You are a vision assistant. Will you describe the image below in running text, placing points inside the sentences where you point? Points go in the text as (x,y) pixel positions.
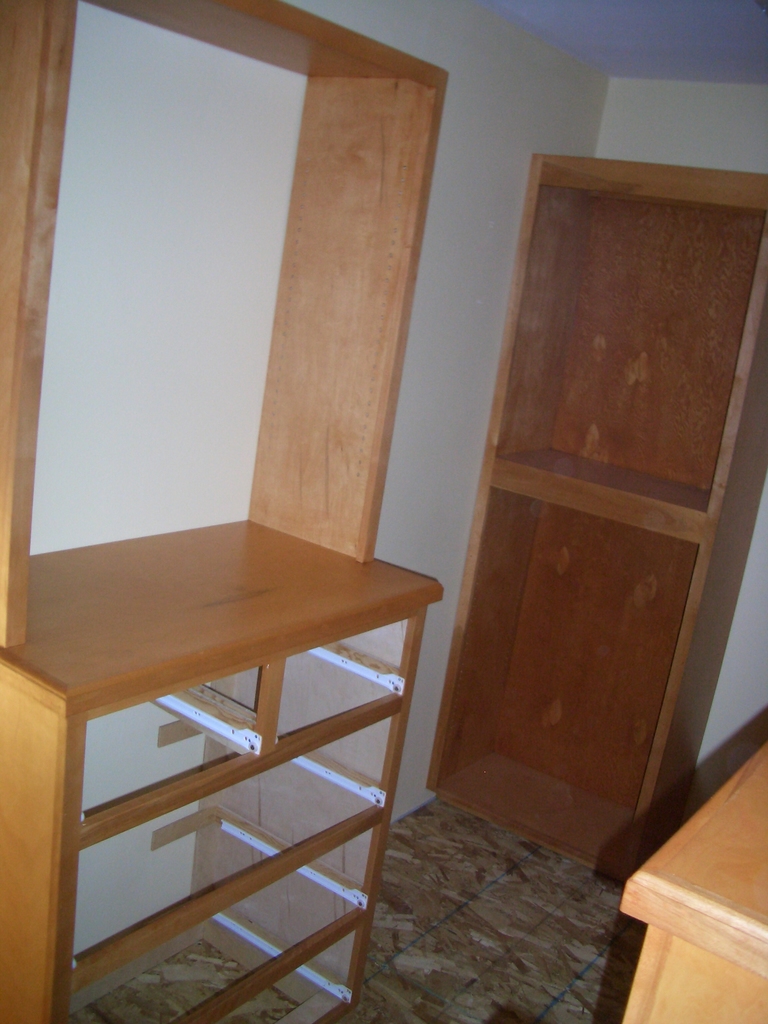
This is an image of the room (378,732) where we can see there are incomplete cupboards (402,725).
